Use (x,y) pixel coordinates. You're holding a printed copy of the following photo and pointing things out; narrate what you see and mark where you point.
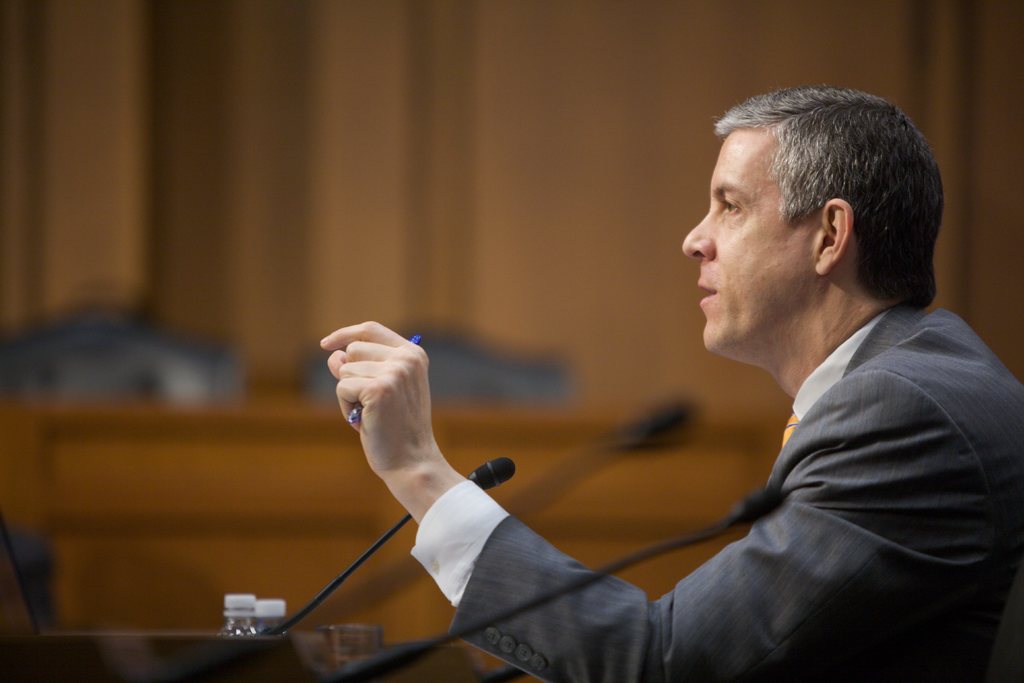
In this image I can see a person (807,545) wearing white shirt (468,544) and gray blazer (890,479) is holding a pen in his hand (386,354). I can see a microphone (474,474) in front of him. I can see few microphones (419,647), few water bottles (251,621) and the blurry background (554,187) which is brown in color.
